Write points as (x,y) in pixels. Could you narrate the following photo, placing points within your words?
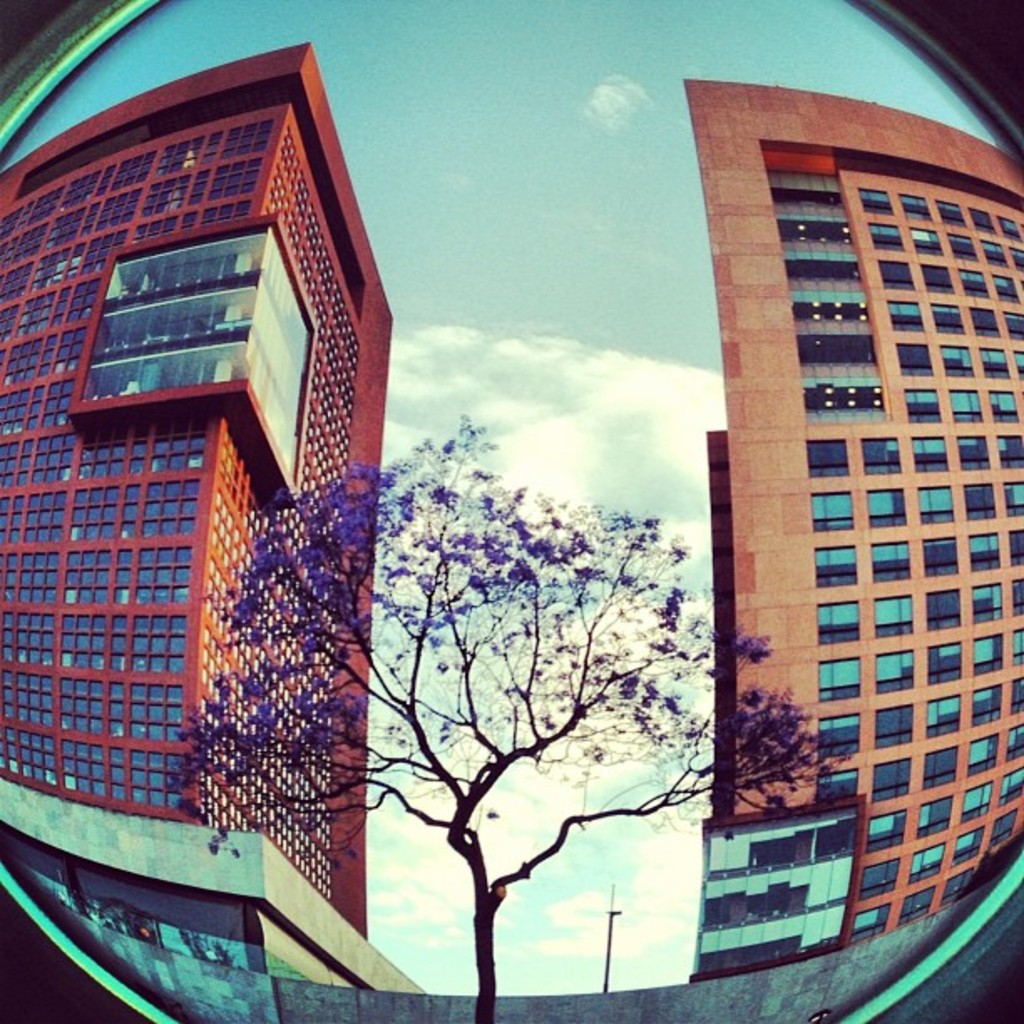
This is an edited picture of some buildings (293,468), a tree (599,709), a pole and the sky (572,917) which looks cloudy.
